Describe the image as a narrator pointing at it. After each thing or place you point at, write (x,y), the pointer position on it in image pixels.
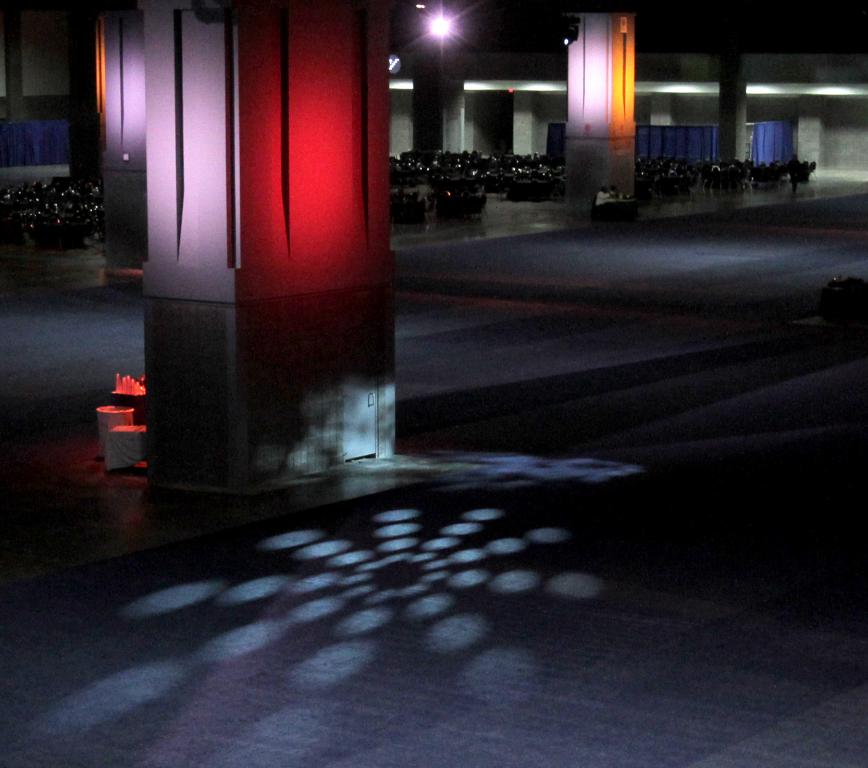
In this picture we can see many tables (523,170) and chairs (438,170) which are placed near to the pillars (201,99) and wall (30,90). On the top (443,39) there is a light (450,34). On the left (112,436) we can see tissue papers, carton box (138,427) and other objects (107,416) near to this pillar (158,400).
